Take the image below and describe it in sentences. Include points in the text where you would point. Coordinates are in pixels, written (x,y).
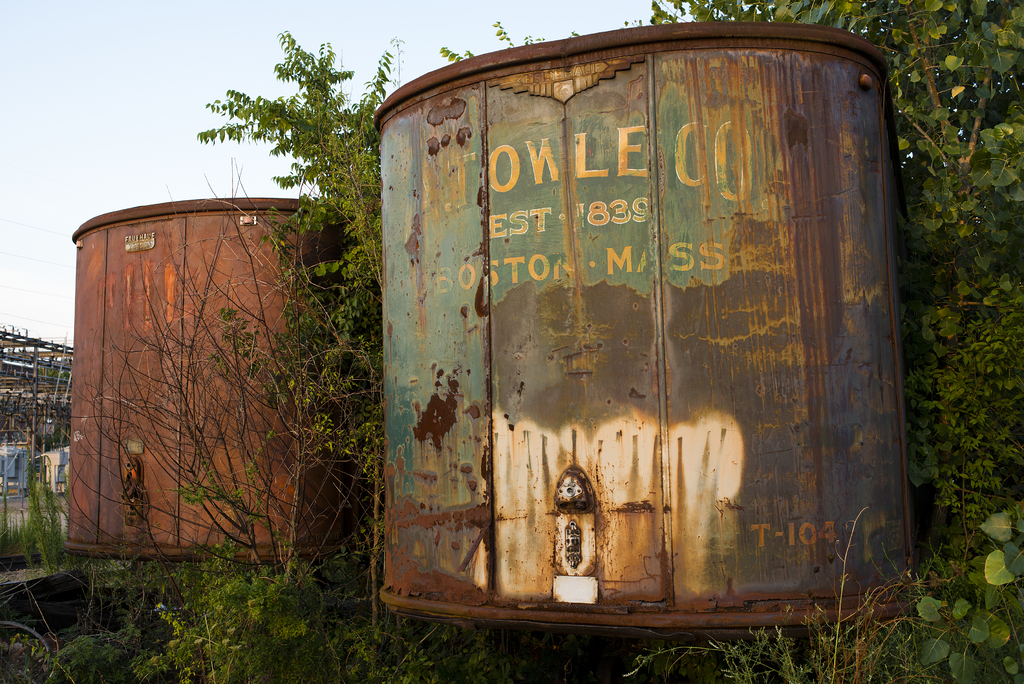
In this image I can see iron containers (683,317) and I can see trees (298,117) between containers (470,190), in the top left (62,117) I can see the sky (139,80).
